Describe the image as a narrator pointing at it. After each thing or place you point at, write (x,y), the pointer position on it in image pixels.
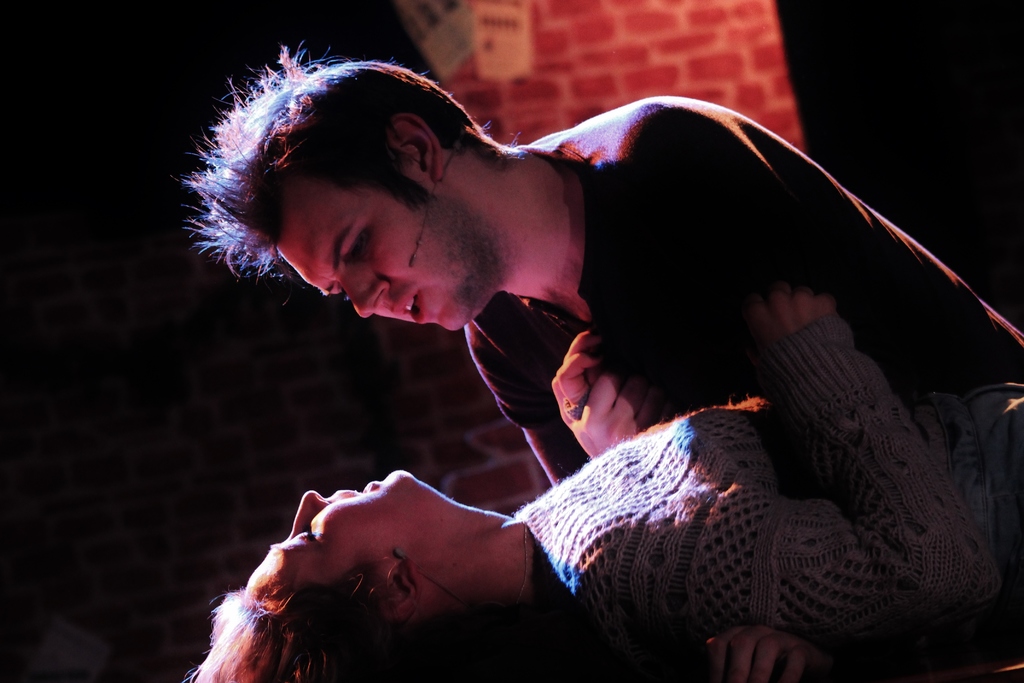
In this picture, we see a man (492,263) and a woman (481,579) is lying back. We see the man (695,264) is holding the woman (769,308) and they might be dancing. In the background (400,331), we see a wall (348,361) which is made up of red colored bricks (450,77). On the left side (124,171), it is black in color. In the right top (842,74), it is black in color. This picture might be clicked in the dark.
